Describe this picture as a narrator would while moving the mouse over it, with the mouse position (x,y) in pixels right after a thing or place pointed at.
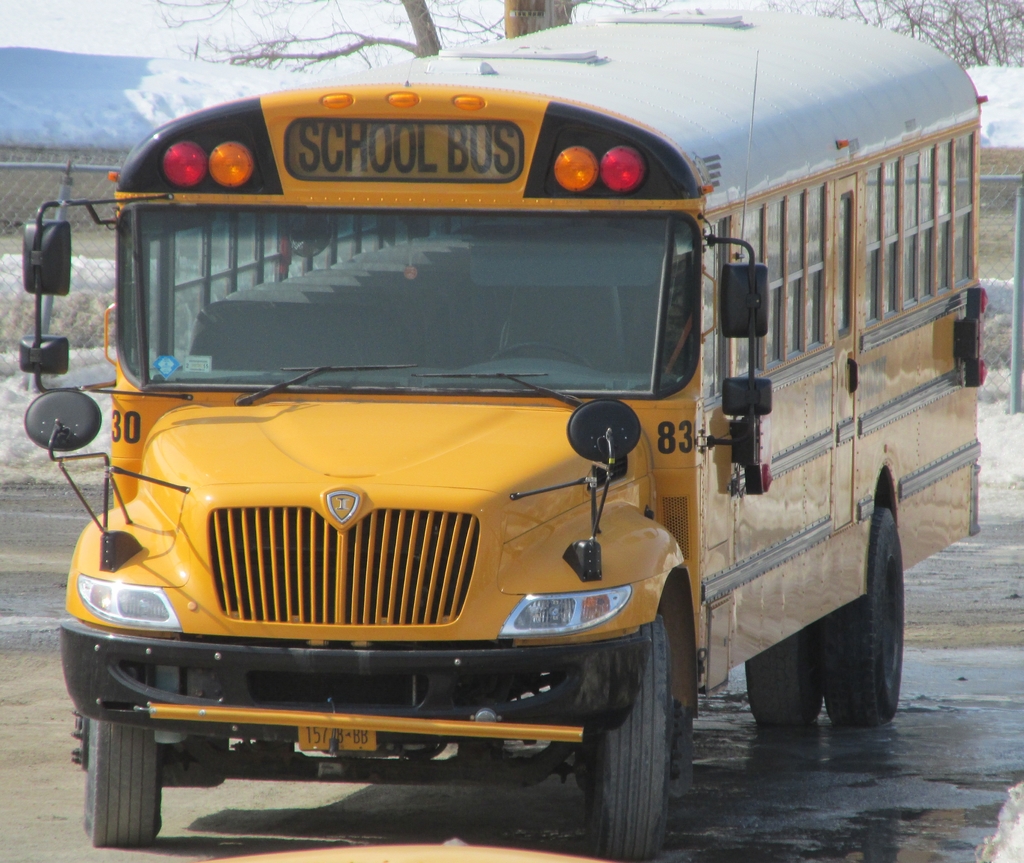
In this image we can see a school bus (593,609) on the road (493,787). In the background of the image (63,154) there is fencing (4,161). There is a tree (364,36).
